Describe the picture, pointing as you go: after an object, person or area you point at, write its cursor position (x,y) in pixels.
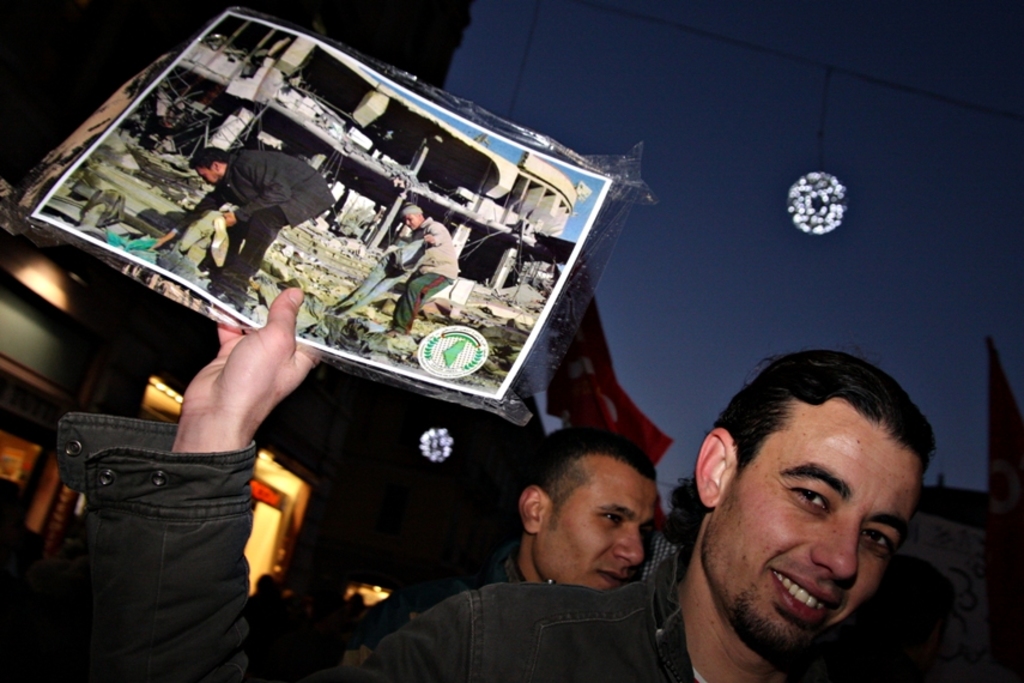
In this image in the front (702,568) there is a man (707,581) smiling and holding a poster (228,245) in his hand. In the center (586,438) there is a person (597,516) standing and in the background (441,507) there is a building (455,497) and there is a flag (618,421) and on the right side (992,477) there is a cloth (1010,472) which is visible and on the top (819,222) there is a light (826,183) hanging and there are persons (684,517) in the background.
